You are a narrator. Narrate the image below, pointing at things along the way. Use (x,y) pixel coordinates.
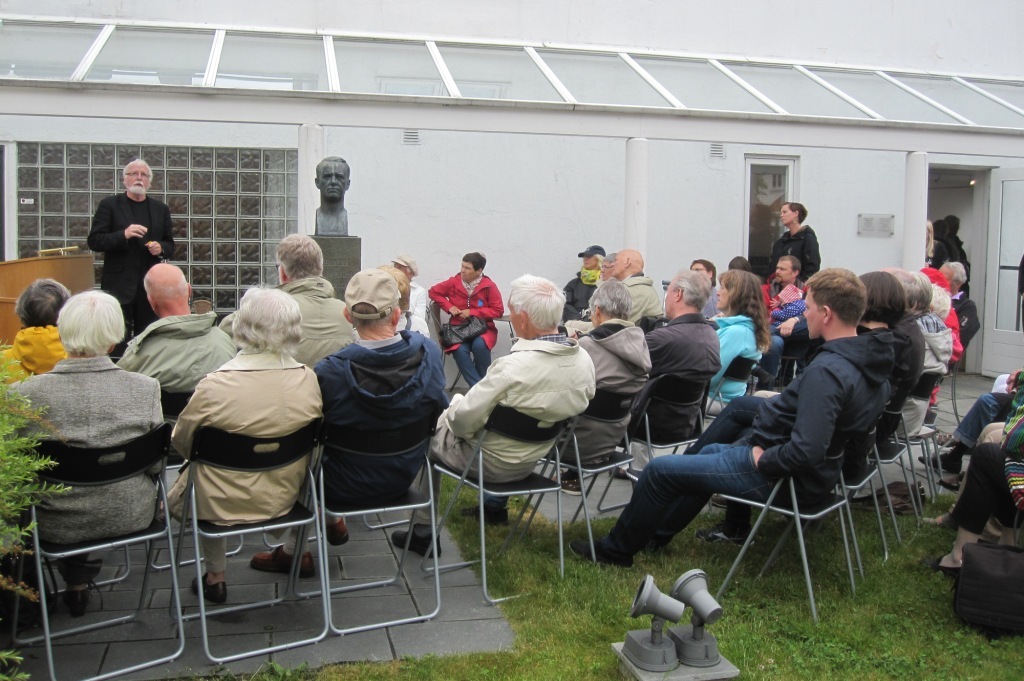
A group of people (960,344) are sitting on chairs (658,443) and looking at the left side (125,236) a person (125,251) is standing. In the right (952,190) there is a door (987,209).
